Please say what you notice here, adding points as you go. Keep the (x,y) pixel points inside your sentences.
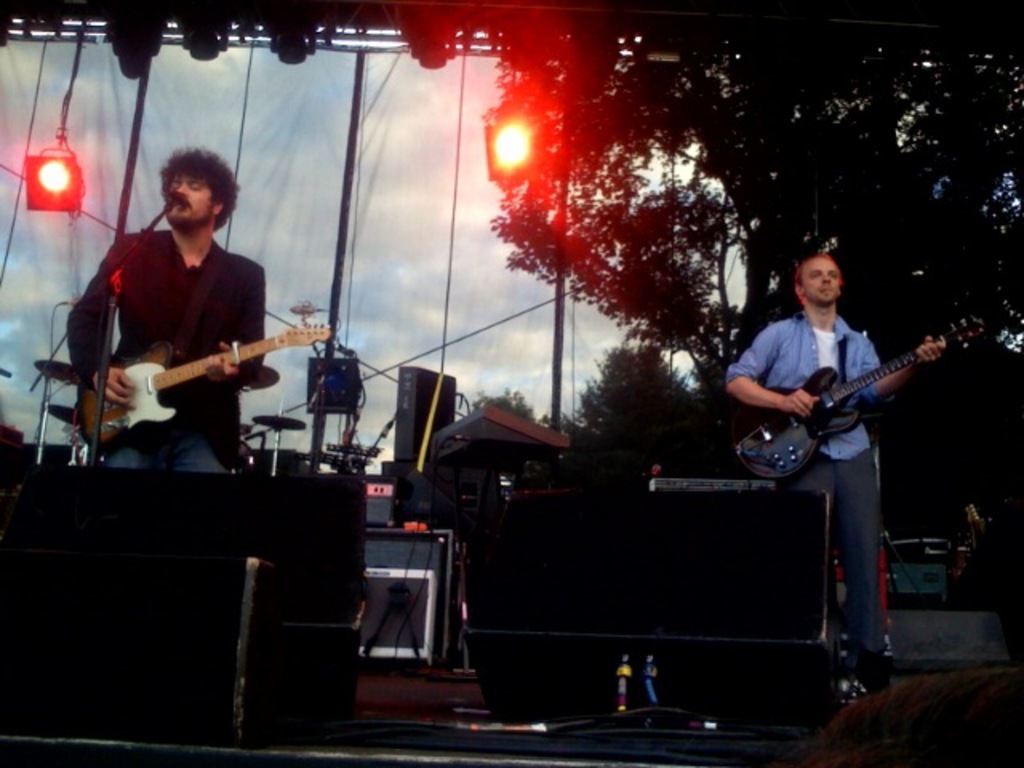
In this image I see 2 men (174,166) and both of them are holding guitars (113,436) and this man (113,454) is in front of a mic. In the background (995,303) I see an equipment (815,677), lights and few trees (1006,67).
